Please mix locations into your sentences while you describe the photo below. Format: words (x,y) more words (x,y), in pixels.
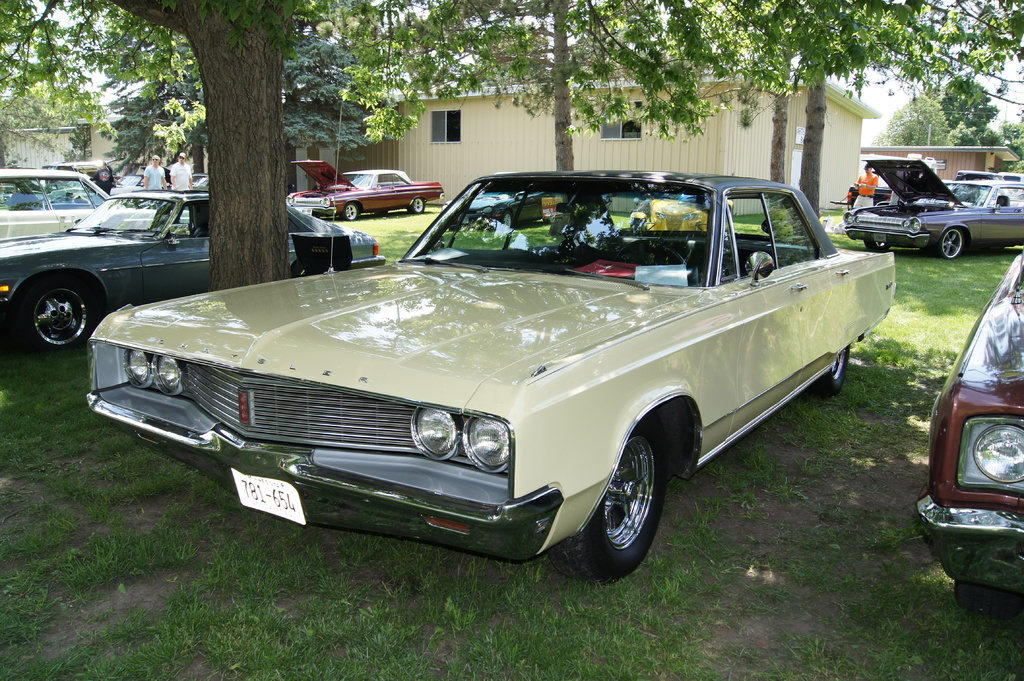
In this image in the center (486,288) there are a group of cars (849,287), and there are some people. At the bottom (364,557) there is grass (164,471), and in the background (184,92) there are houses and trees (40,73).
